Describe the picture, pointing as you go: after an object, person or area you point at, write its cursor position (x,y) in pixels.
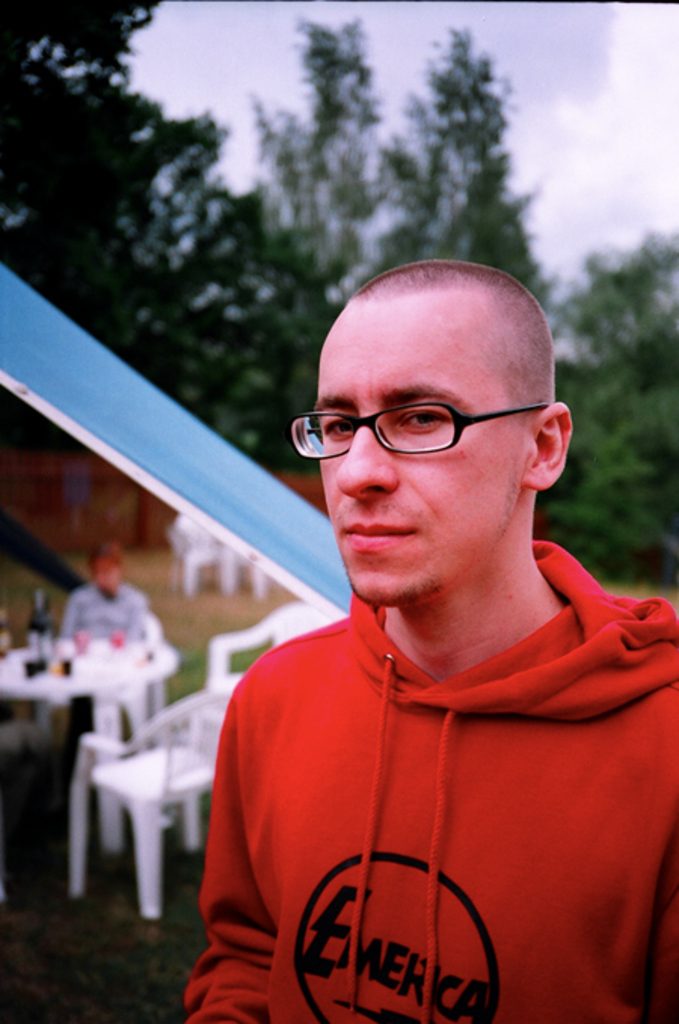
In this picture we can see a person (415,520) wearing a spectacle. We can see chairs (71,806) and some objects (37,622) on the table (100,656). There is a person (92,627) sitting on a chair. We can see some grass (87,901) on the ground (119,889). There are other objects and the sky (659,49).
